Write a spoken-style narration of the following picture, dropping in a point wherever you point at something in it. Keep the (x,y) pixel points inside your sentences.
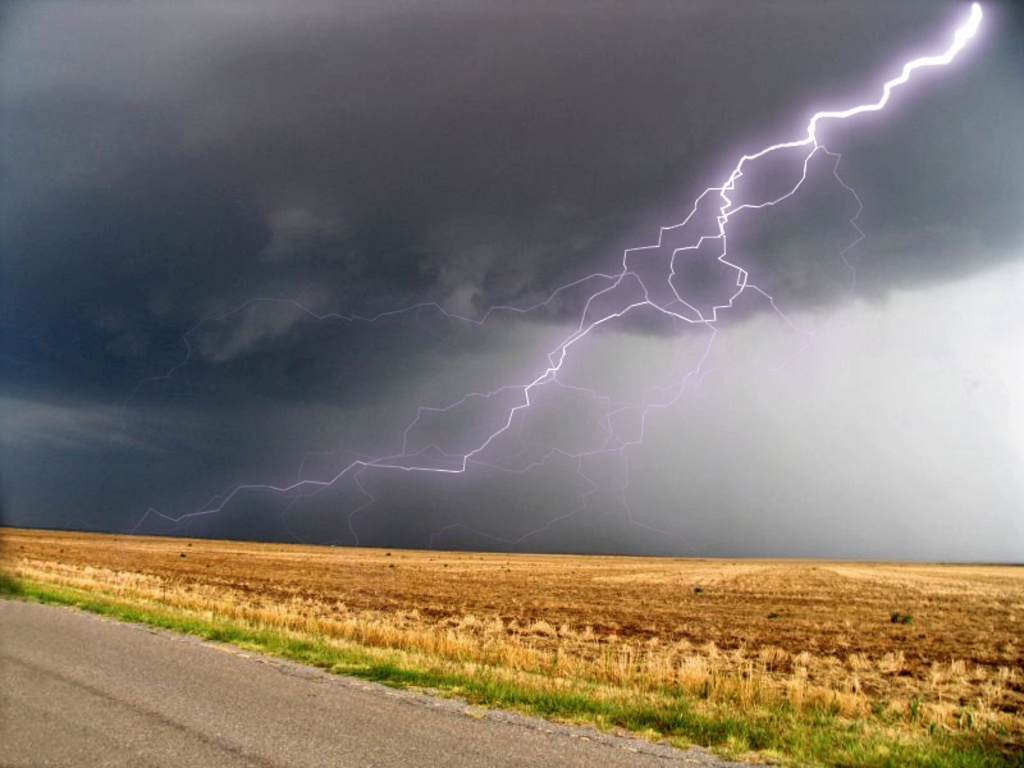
Here, we can see the road (399,722), there's grass (654,689) on the ground (462,593) and we can see the sky (643,241).
